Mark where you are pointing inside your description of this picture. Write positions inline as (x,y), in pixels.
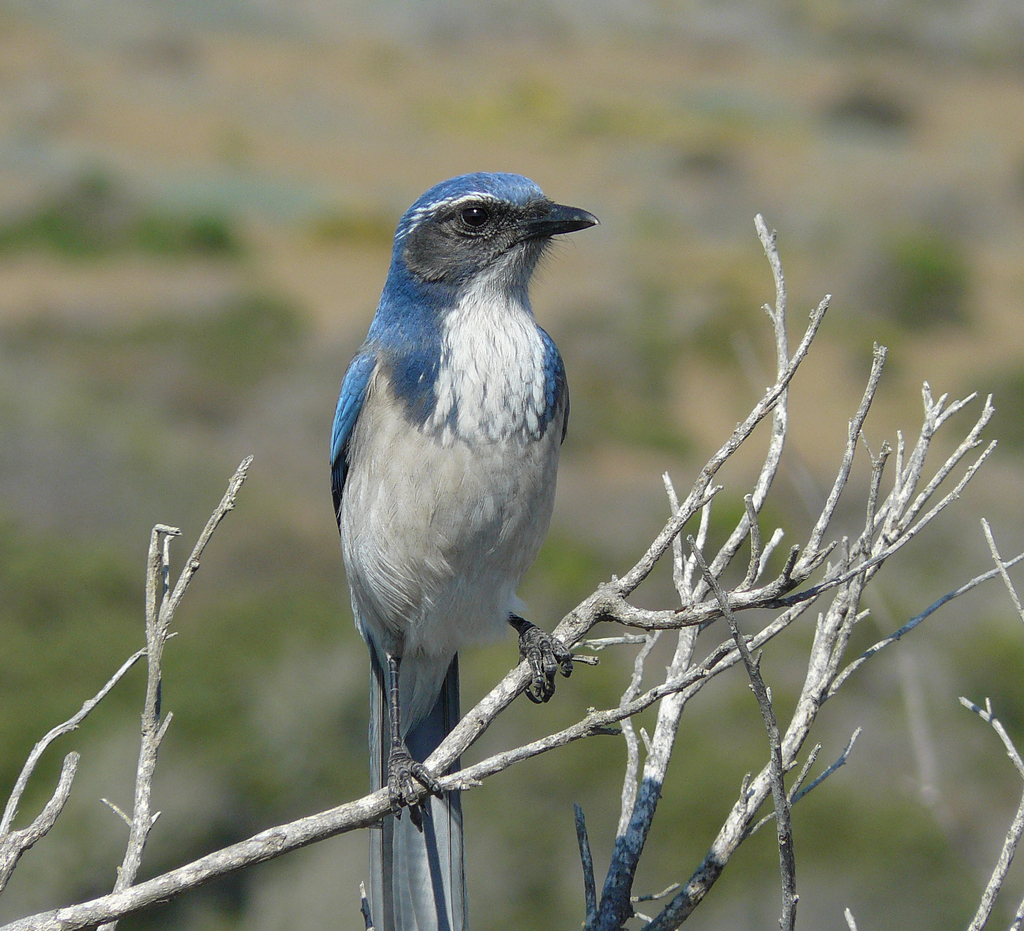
In this image I can see a bird (389,726) on a stem (17,929) and it is looking at the right side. The background (120,319) is blurred.
